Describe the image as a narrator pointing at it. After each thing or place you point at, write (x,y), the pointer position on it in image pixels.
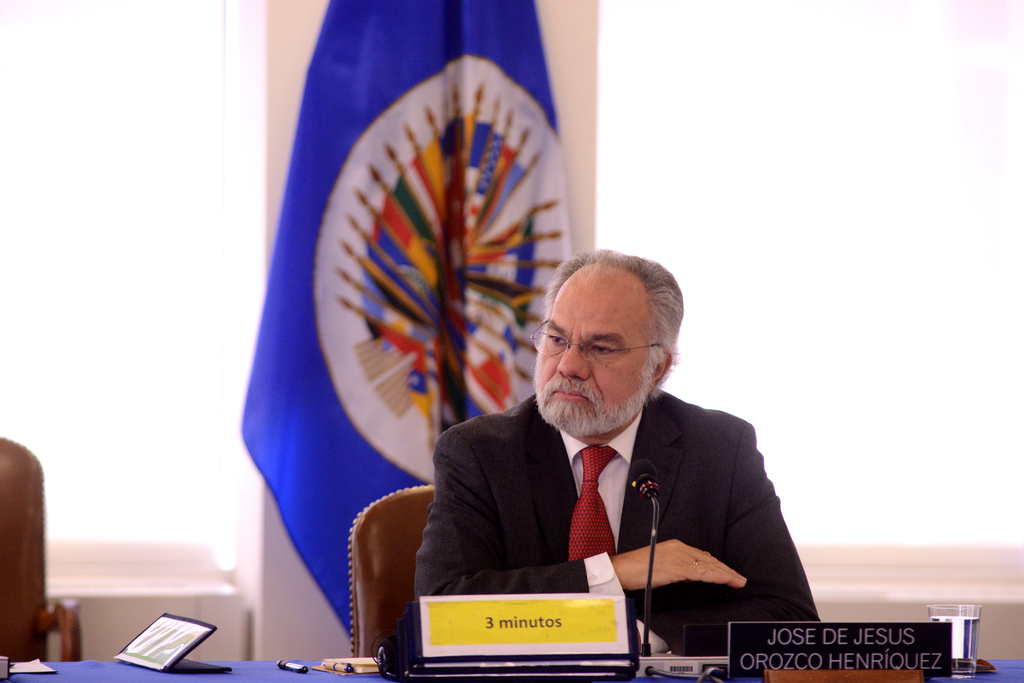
In this picture I can observe a man (543,480) sitting in the chair (415,513) in front of a table (84,671) on which I can observe a name board (893,646), water glass (966,619) and a mic (650,666). The man (473,552) is wearing coat (686,491), tie (584,509) and spectacles (577,356). In the background (355,361) I can observe a flag (373,223) which is in blue color.
